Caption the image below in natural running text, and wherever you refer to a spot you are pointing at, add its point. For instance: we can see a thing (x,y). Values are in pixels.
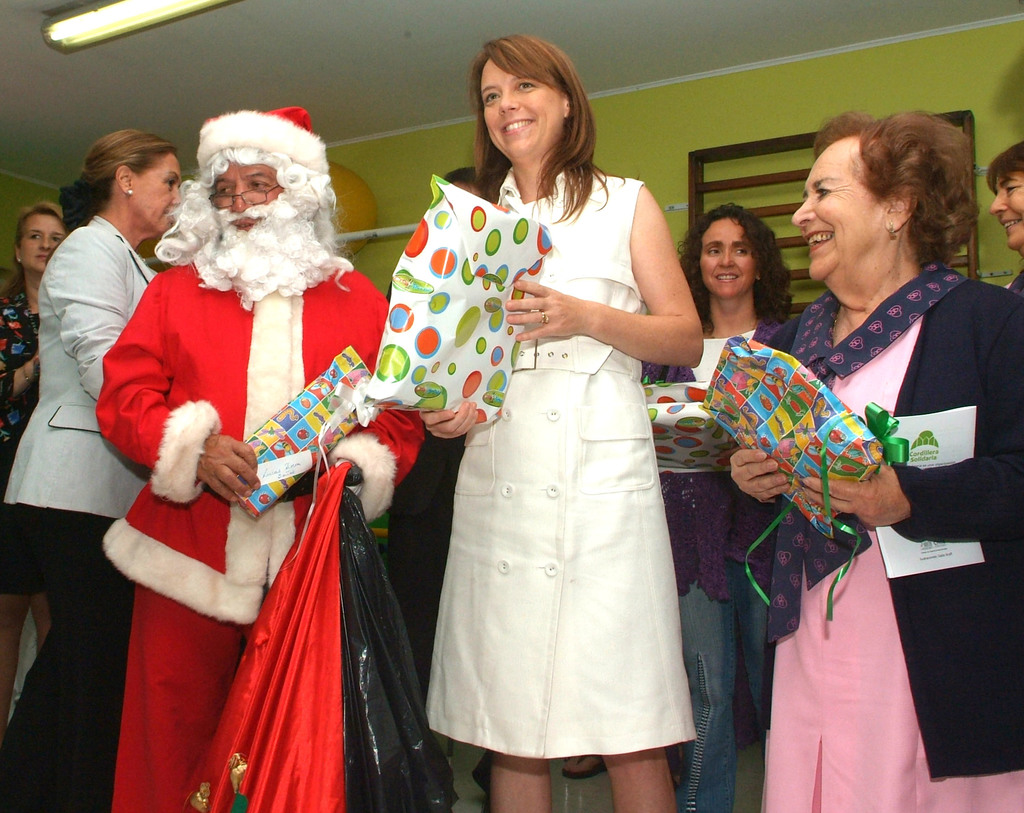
In this image I can see number of people (97,174) are standing and I can also see few of them are holding packets (766,408). On the left side of the image (281,331) I can see one person (315,295) is wearing costume of Santa Claus (302,221) and I can see this person (223,656) is holding two bags (303,602). On the top left side of this image (56,30) I can see a light (147,10) on the ceiling (176,108).
